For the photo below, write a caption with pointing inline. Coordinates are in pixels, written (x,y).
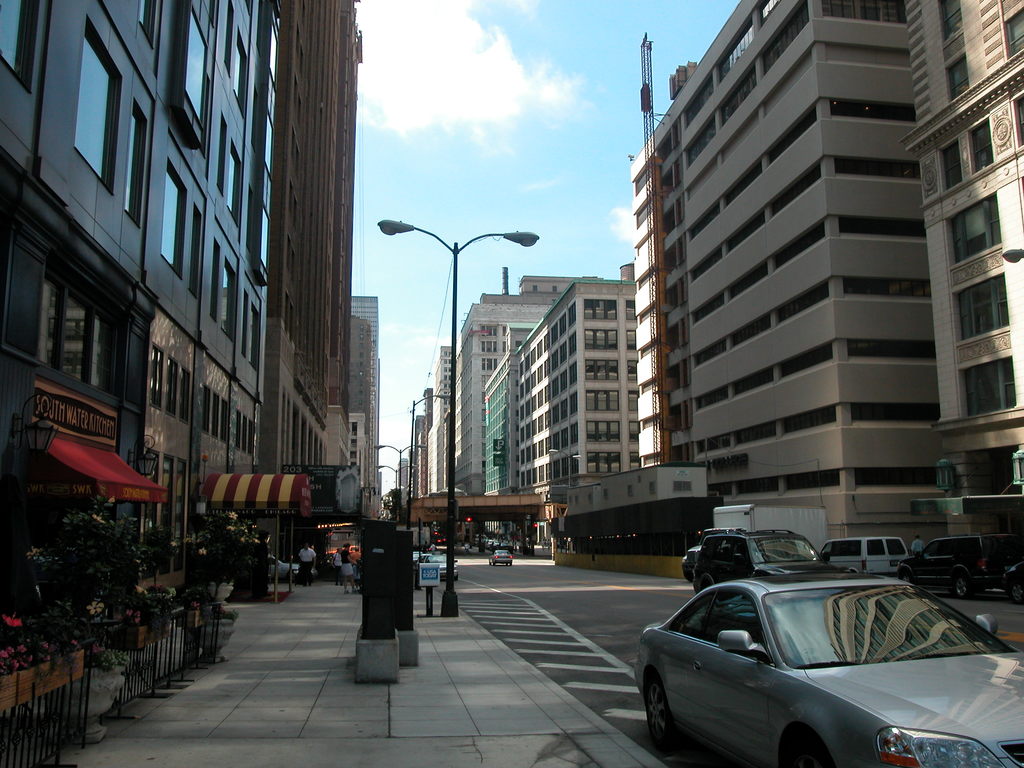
In this picture we can see some vehicles (809,607) on the road (533,561). On the left side of the vehicles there are some people (338,576) standing on the walkway (312,619). On the left side of the people (315,553) there are plants (201,563), iron grilles (125,675) and on the right side of the people (346,556) there are poles (402,487) with lights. On the left (143,298) and right side of the poles (453,327) there are buildings (173,323) with a name board (106,416). Behind the building (133,396) there is the sky (487,139).
